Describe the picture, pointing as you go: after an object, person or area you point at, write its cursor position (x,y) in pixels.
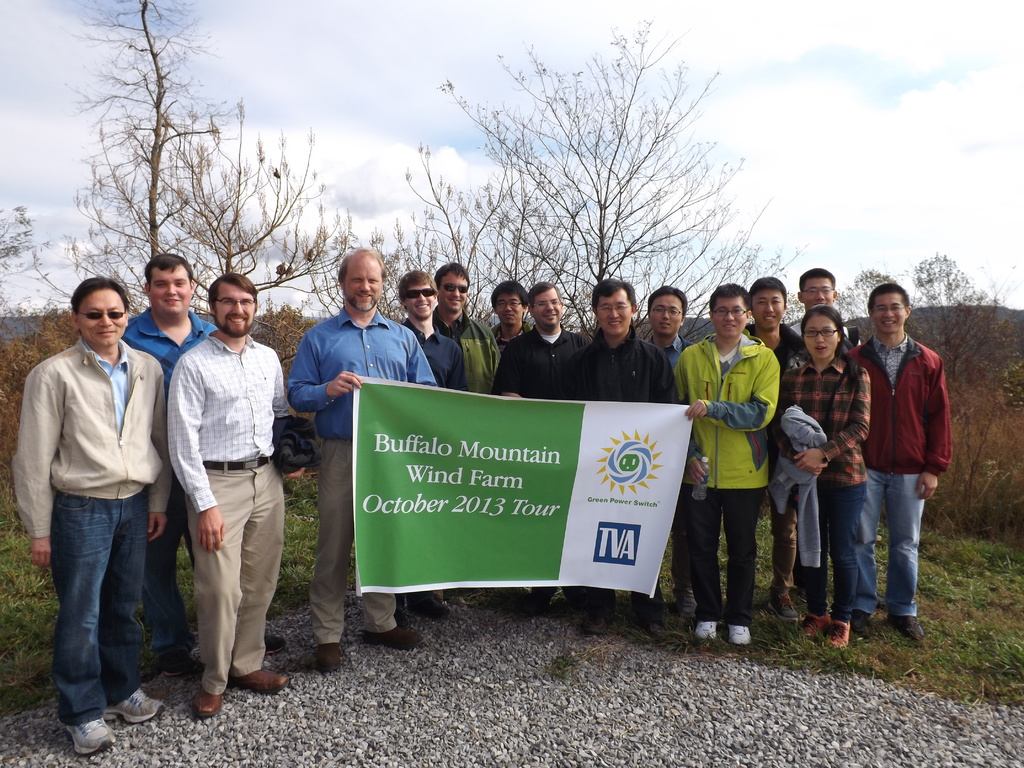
In this image we can see people (66,663) standing and holding a board (435,417). At the bottom (268,727) there are stones (407,691) and grass (51,692). In the background (310,215) there are trees (636,178) and sky (570,71).
